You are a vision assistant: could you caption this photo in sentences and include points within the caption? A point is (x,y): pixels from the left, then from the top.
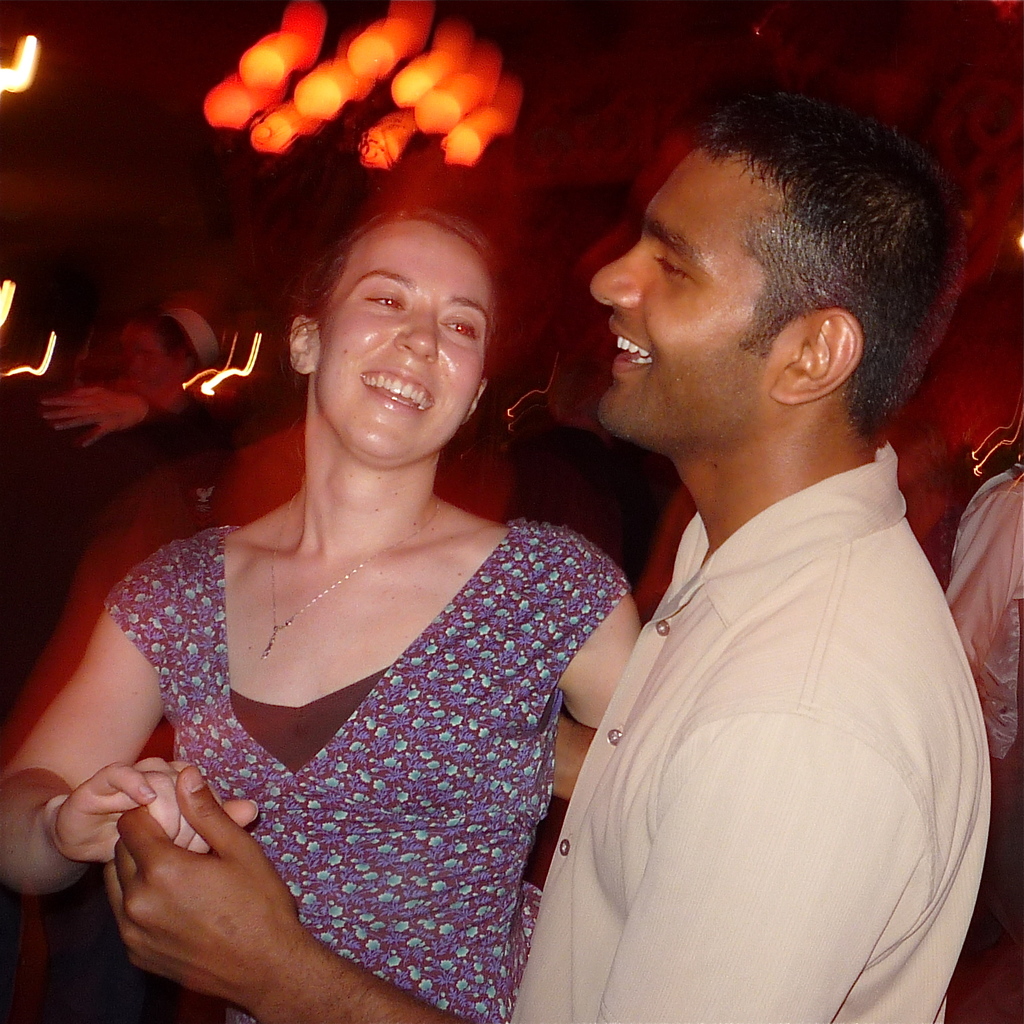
Here I can see a woman (403,288) and a man (779,721) are holding their hands (149,793) and smiling. It seems like they are dancing. In the background (999,626), I can see some more people (992,639). At the top (460,136) there are few lights (304,110) in the dark.
